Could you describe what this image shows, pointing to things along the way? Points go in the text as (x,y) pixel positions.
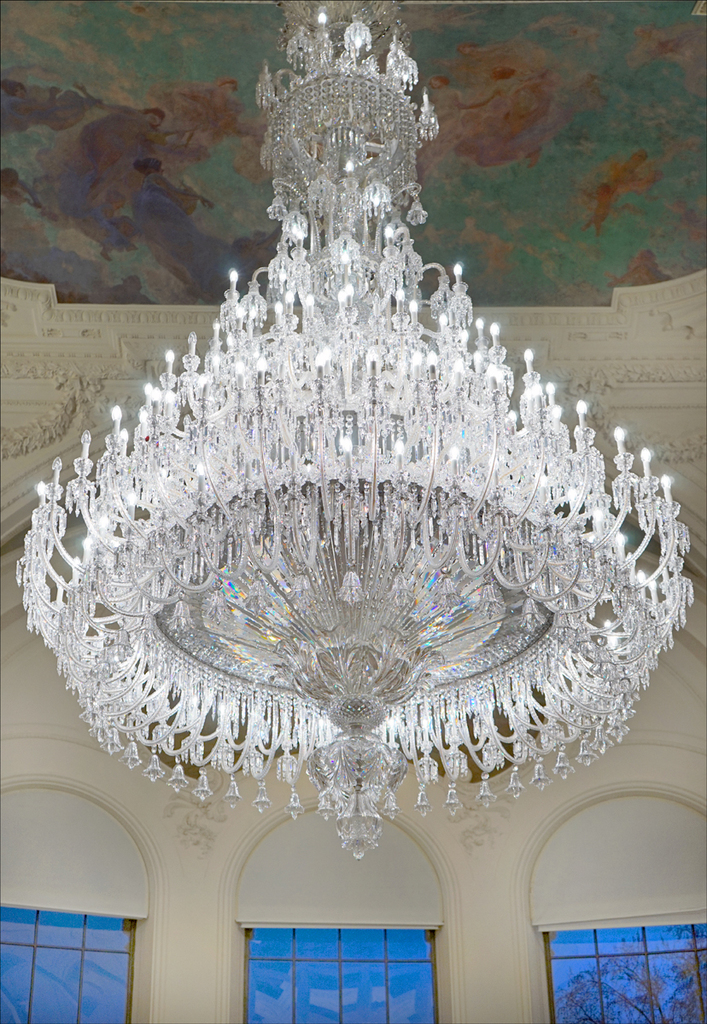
This is an inside view of a building (177,817) and here we can see a ceiling (417,33) and there are windows (629,944).
